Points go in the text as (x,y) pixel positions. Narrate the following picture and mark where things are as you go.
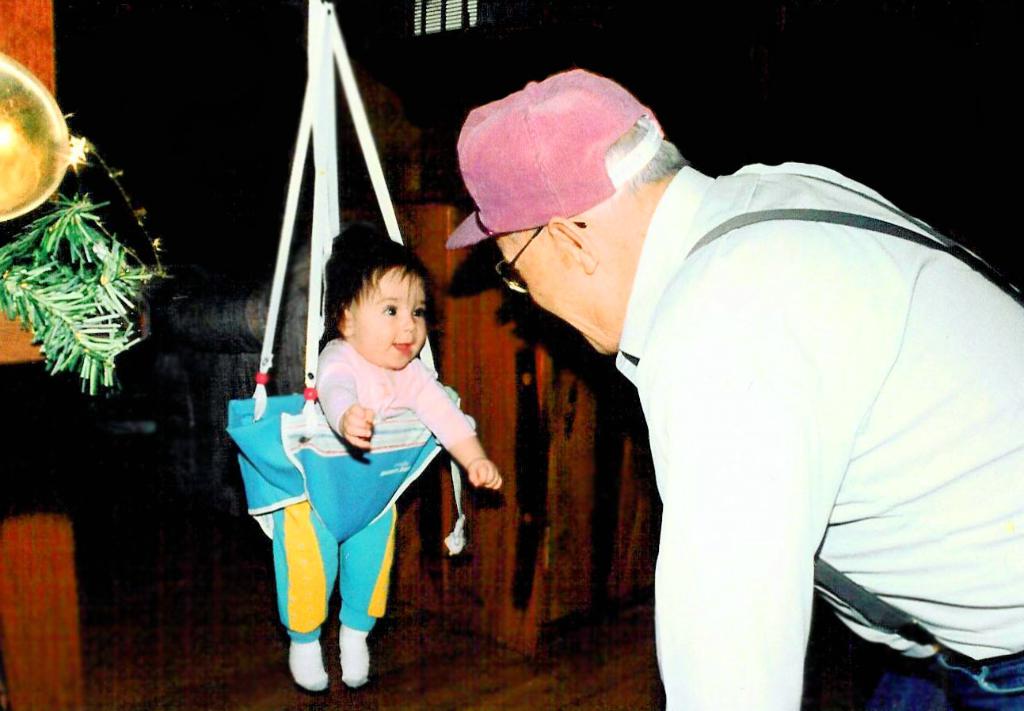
A man (677,290) is standing at the right (713,331) wearing a white shirt (817,251) and suspenders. A baby (337,355) is present on a bouncer swing (408,431).
